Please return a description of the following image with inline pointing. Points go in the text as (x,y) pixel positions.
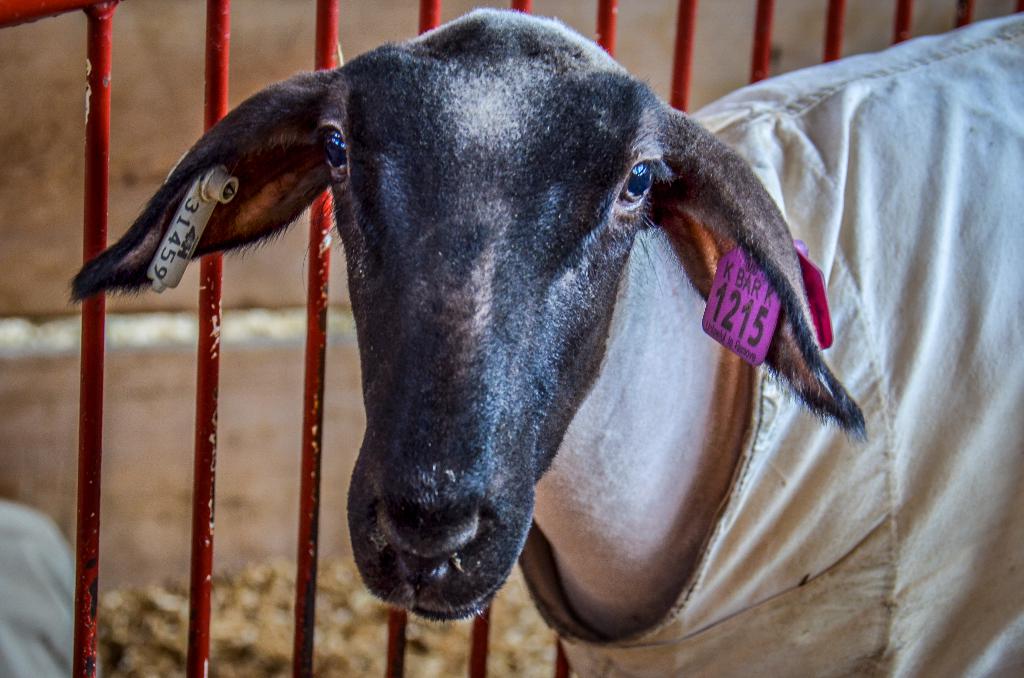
In this image we can see the animal (774,242) with cloth (851,574) and number tag (229,196) near the fence (213,468) and there is the blur background (186,53).
